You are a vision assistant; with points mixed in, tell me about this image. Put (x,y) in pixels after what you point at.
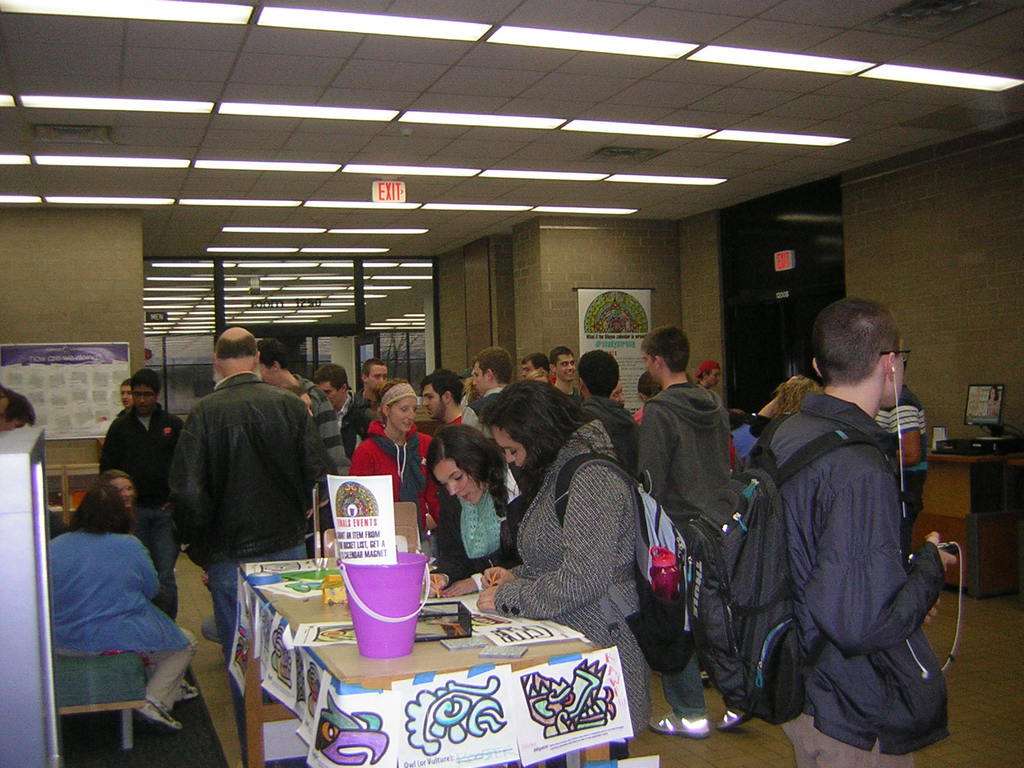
In this picture there are group of people (264,479), those who are standing around the area of the image, there are lights (477,122) above the area of the image a board of exit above the area of the image, there is a purple color bucket (410,650) which is placed on the table (446,667) at the center of the image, there are different types of posters (415,719) which are hanged over the table (529,665) and there is a glass door (359,370) at the center of the image (433,369).
